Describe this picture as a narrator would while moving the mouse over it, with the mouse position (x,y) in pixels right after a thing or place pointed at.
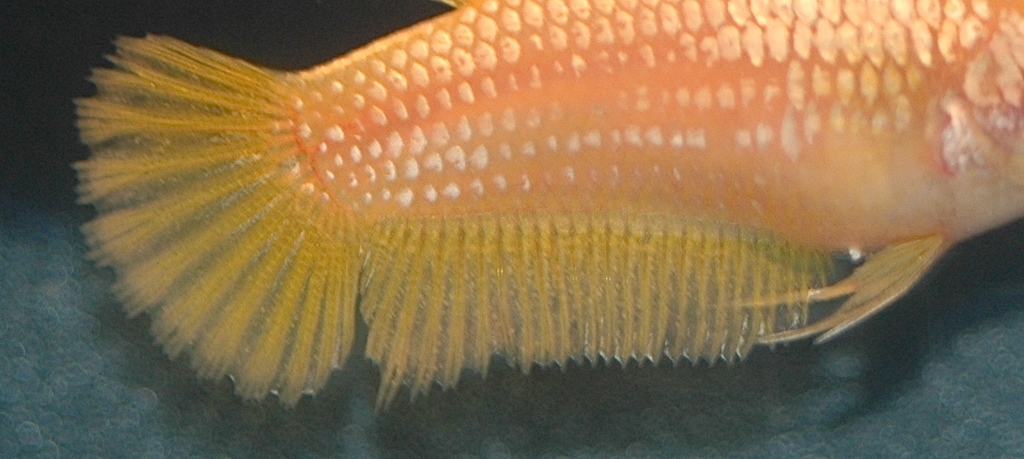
In this picture we can see a fish (233,232).
